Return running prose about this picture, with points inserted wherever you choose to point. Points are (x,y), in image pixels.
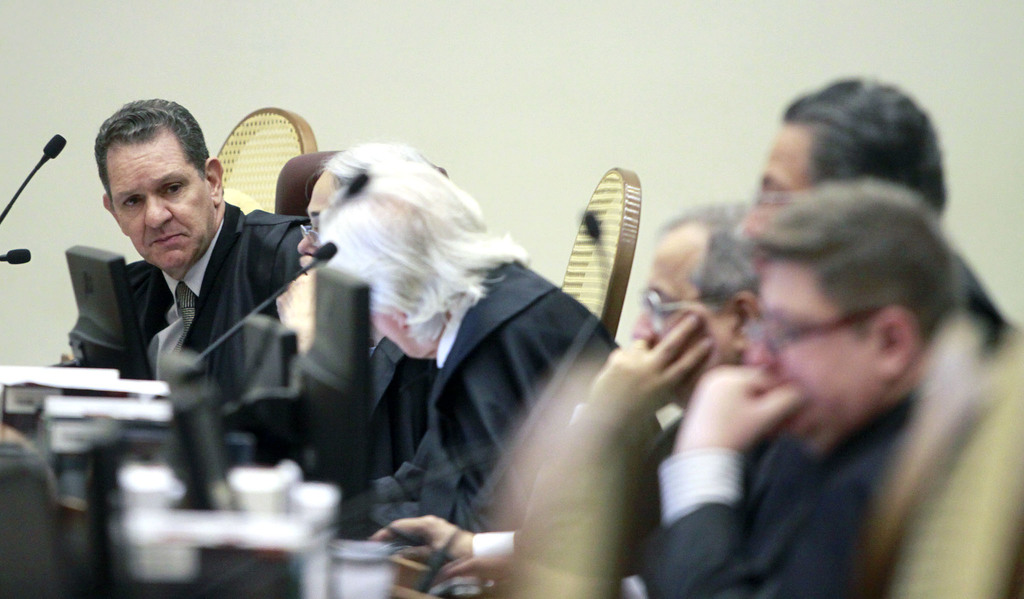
There are people (564,306) sitting on the chairs (608,421) in the foreground area of the image (566,329), there are mics (308,268) and monitors (367,364) in front of them.
